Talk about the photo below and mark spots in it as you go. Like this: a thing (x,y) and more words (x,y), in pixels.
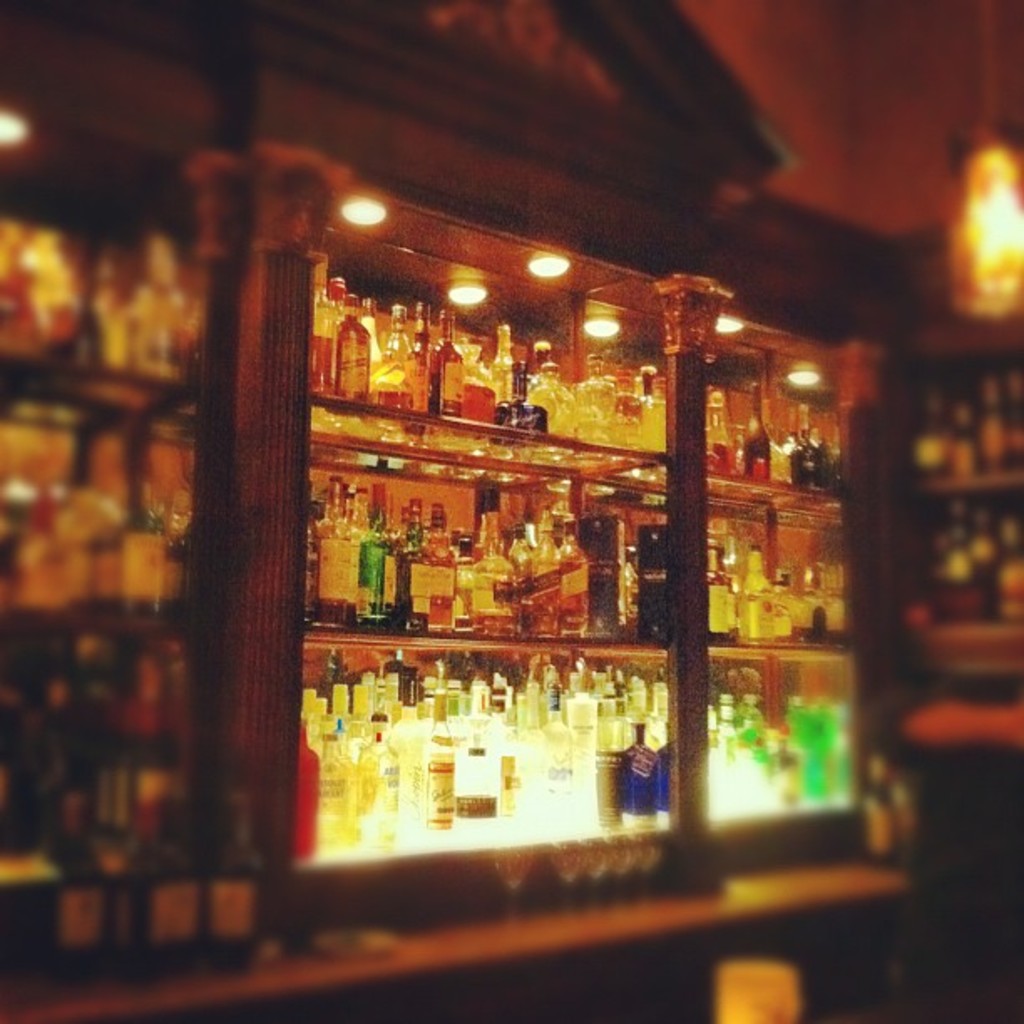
This image is of a bar counter (858,868). In the background of the image (567,522) there are wine bottles (59,679) arranged in a shelf (641,469) and we can see lights (971,212).
